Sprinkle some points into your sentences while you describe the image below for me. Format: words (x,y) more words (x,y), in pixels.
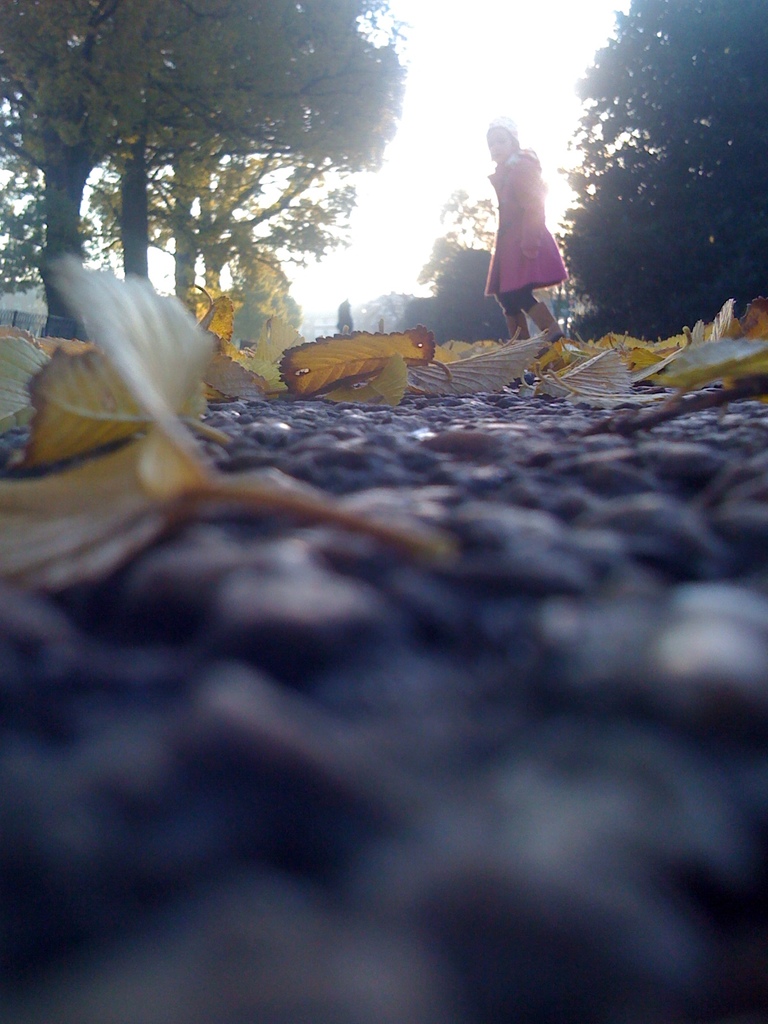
In the image we can see there are dry leaves (431,373) on the ground (502,436) and there is a girl (529,207) standing on the ground (566,441). Behind there are trees (443,273) and in front (123,289) the image is little blurred.
